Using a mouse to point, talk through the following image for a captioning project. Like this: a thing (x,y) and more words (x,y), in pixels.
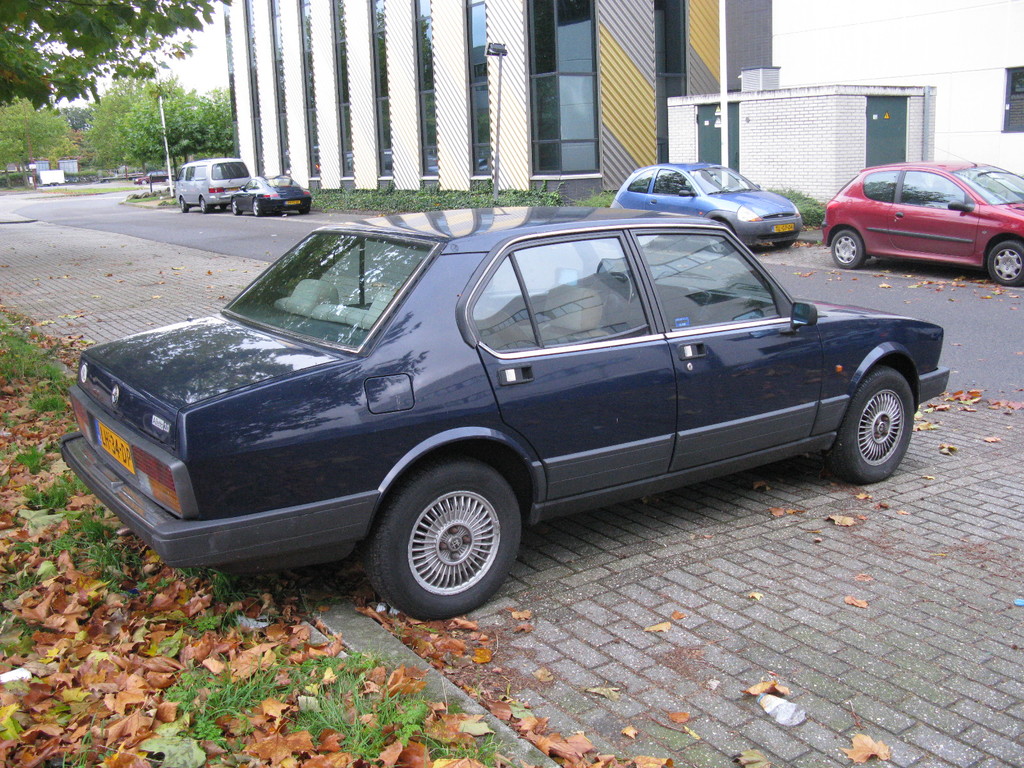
In this picture we can see some cars (507,378), at the left bottom (61,582) there are some leaves (247,740), on the right side (768,68) there is a building (731,80), in the background (180,129) we can see some trees (127,101), a pole (159,112) and some plants (329,209), there is the sky (217,46) at the top of the picture (211,32).
